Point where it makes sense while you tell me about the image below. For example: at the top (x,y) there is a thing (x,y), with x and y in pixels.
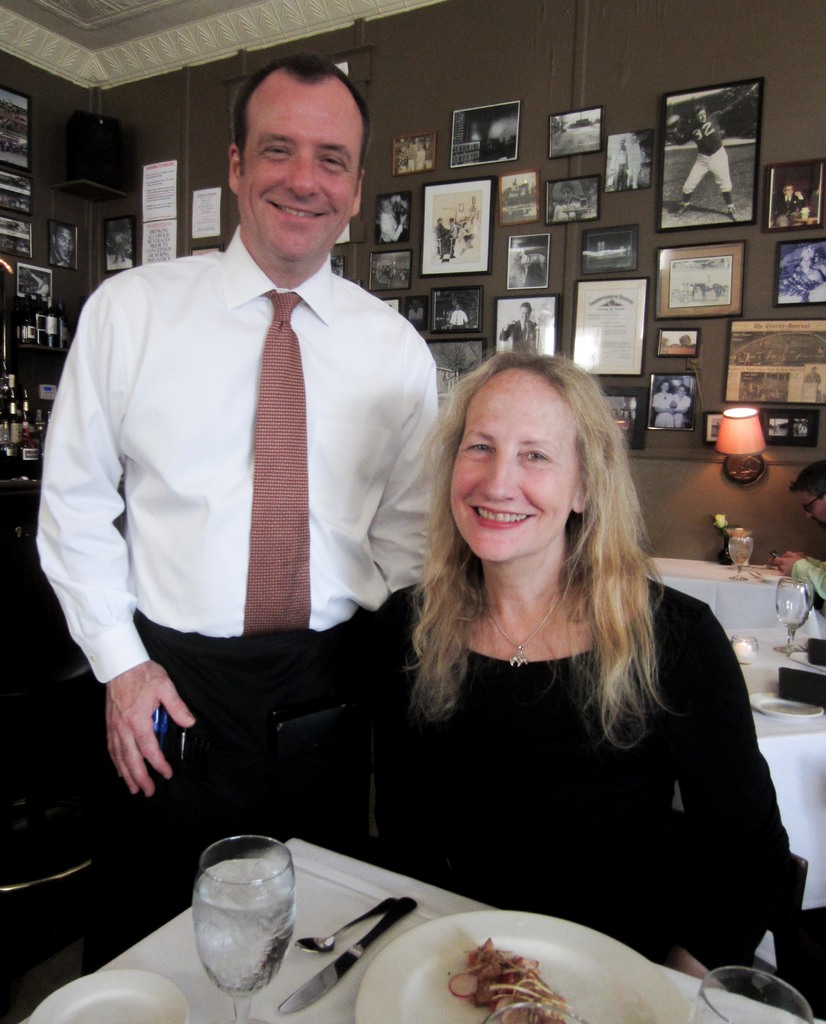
On the background (478,135) we can see lot many photo frames (571,145) over a wall (520,132). This is a lamp (735,440). Here we can see a table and on the table (341,937) we can see food (534,997) in a plate (604,980), glass (217,848) of water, spoon (320,944) and knife (306,983). We can see one woman (544,690) sitting on chair (806,938) and she is holding a smile on her face (495,538). One man (261,412) is standing beside to this woman (452,683).
